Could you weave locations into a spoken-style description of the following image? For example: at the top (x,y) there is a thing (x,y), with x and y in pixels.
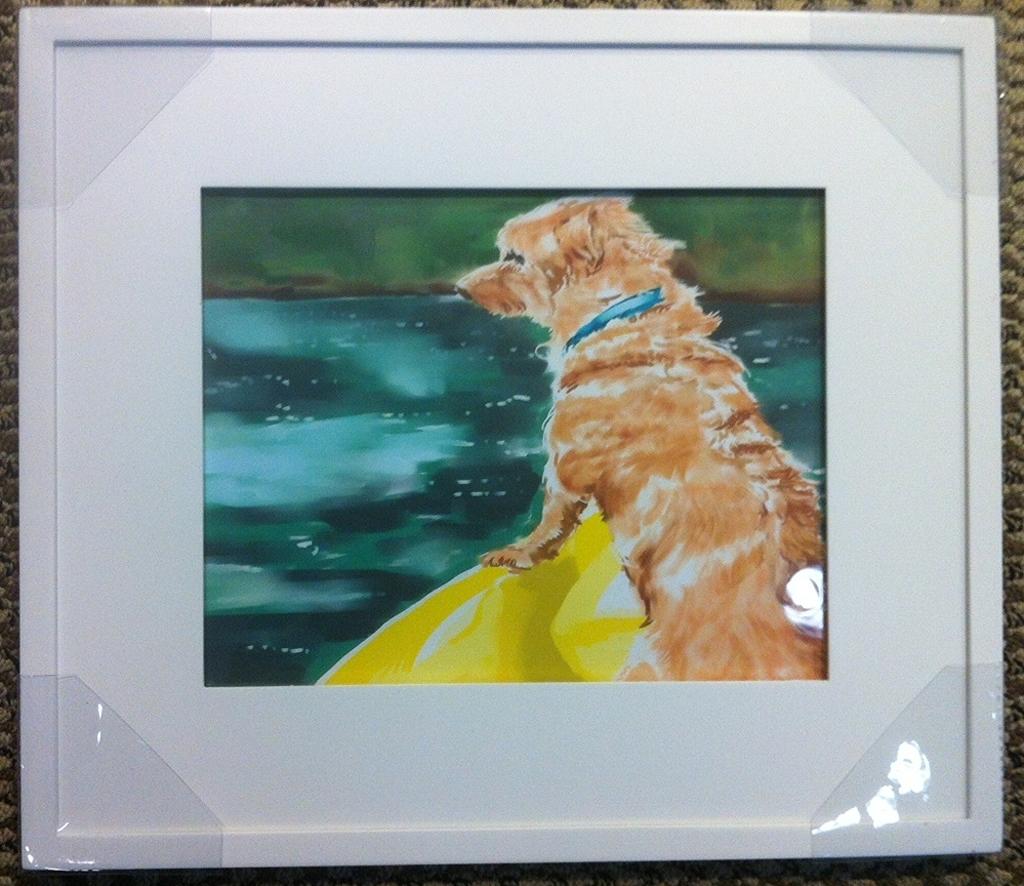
In this picture, we can see a photo frame (303,162) which is on a carpet (1006,496). In the frame (965,383), we can see painting (445,544) of a dog (742,482) sitting on the boat (507,586) and a water (514,524).
